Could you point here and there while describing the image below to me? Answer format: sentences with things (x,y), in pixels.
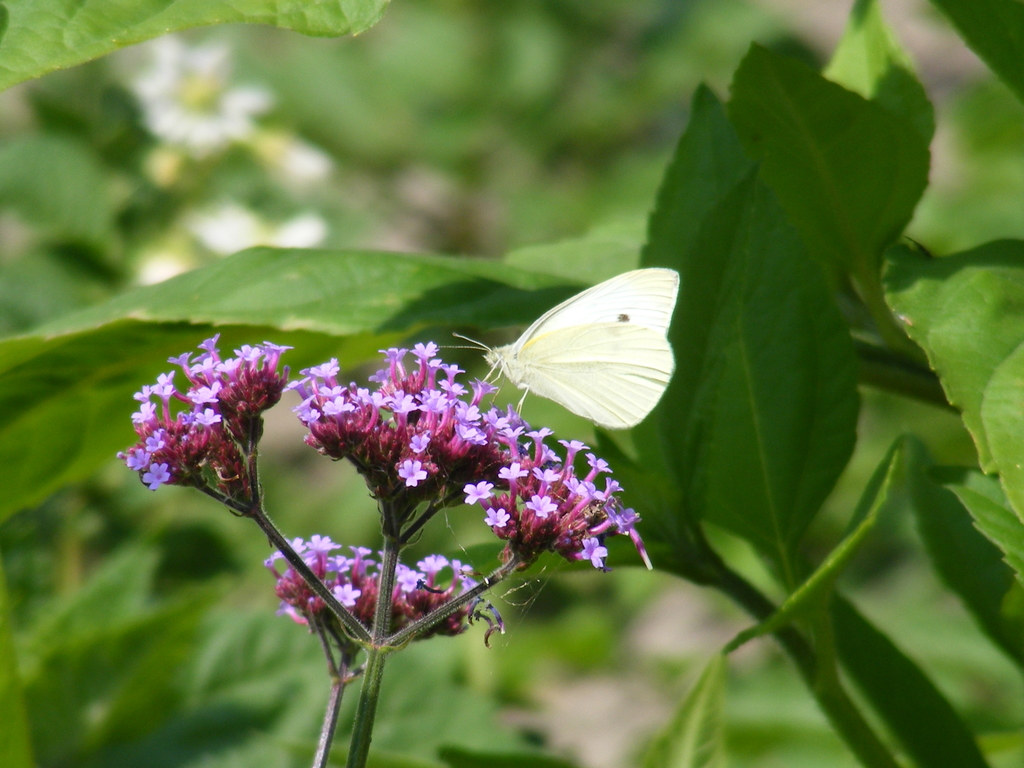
I can see the bunches of flowers (330,425) to the stem (363,714). This looks like a butterfly (531,371), which is on the flowers (477,383). These are the leaves (188,308), which are green in color.
